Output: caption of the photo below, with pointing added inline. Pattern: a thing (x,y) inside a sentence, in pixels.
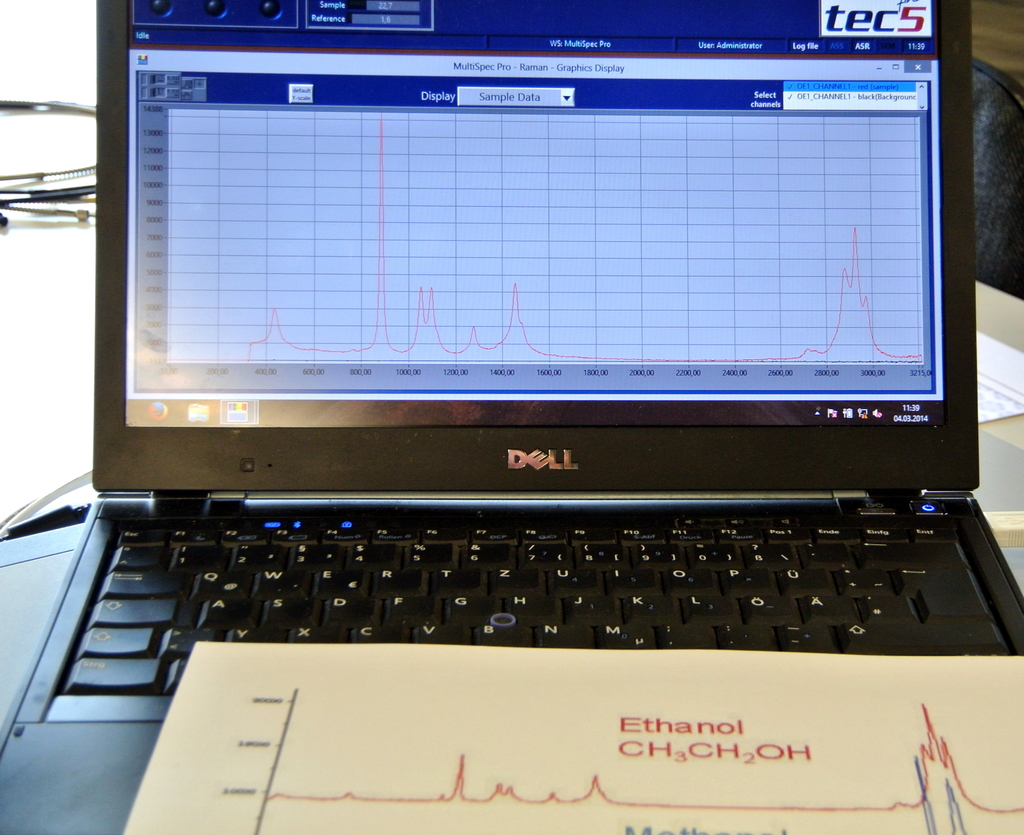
In the center of the image (384,391) there is a laptop (814,474) on the table (980,474). There is a paper (296,698) at the bottom of the image (432,756).
